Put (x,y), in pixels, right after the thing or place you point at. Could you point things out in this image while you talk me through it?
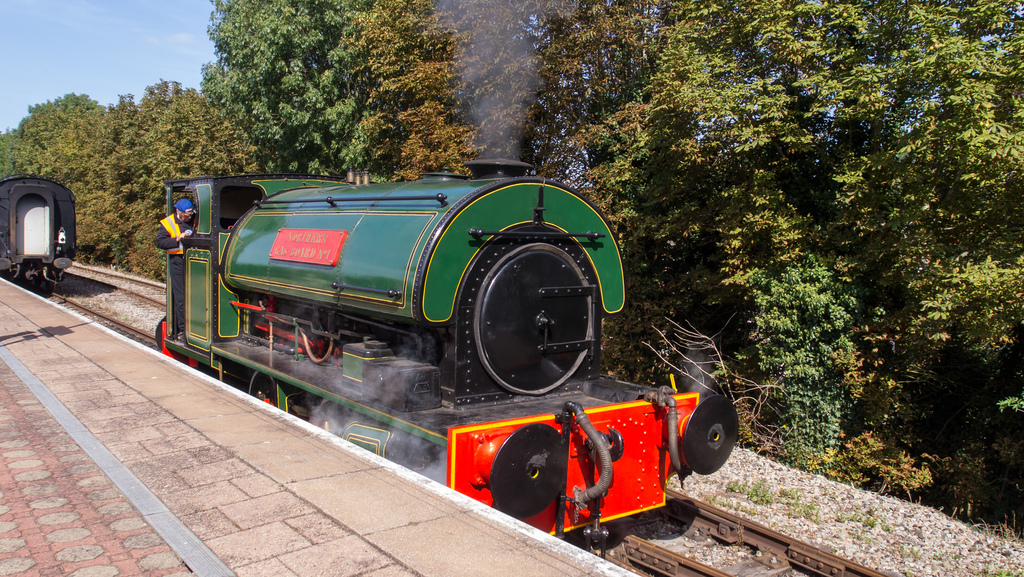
In the center of the image (400,275) we can see a person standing in a locomotive (506,282) placed on the track (631,522). In the foreground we can see a pathway (440,546). In the background (27,234), we can see a wagon (55,281), group of trees (228,159) and the sky (140,55).
